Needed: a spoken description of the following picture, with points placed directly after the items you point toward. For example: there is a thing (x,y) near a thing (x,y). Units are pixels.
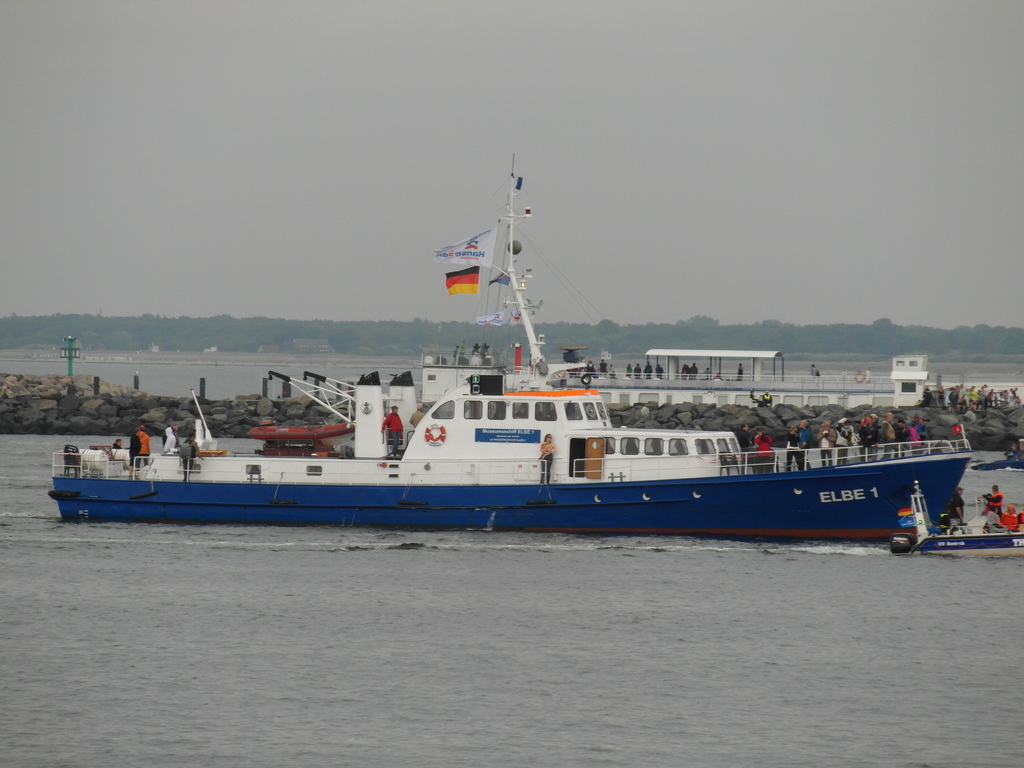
In this image we can see a ship (688,453). There are people (847,436) standing. In the background of the image (721,365) there are trees (256,344), sky (27,181), There is a boat (704,376), stones (61,397). At the bottom of the image (532,631) there is water (534,652).
